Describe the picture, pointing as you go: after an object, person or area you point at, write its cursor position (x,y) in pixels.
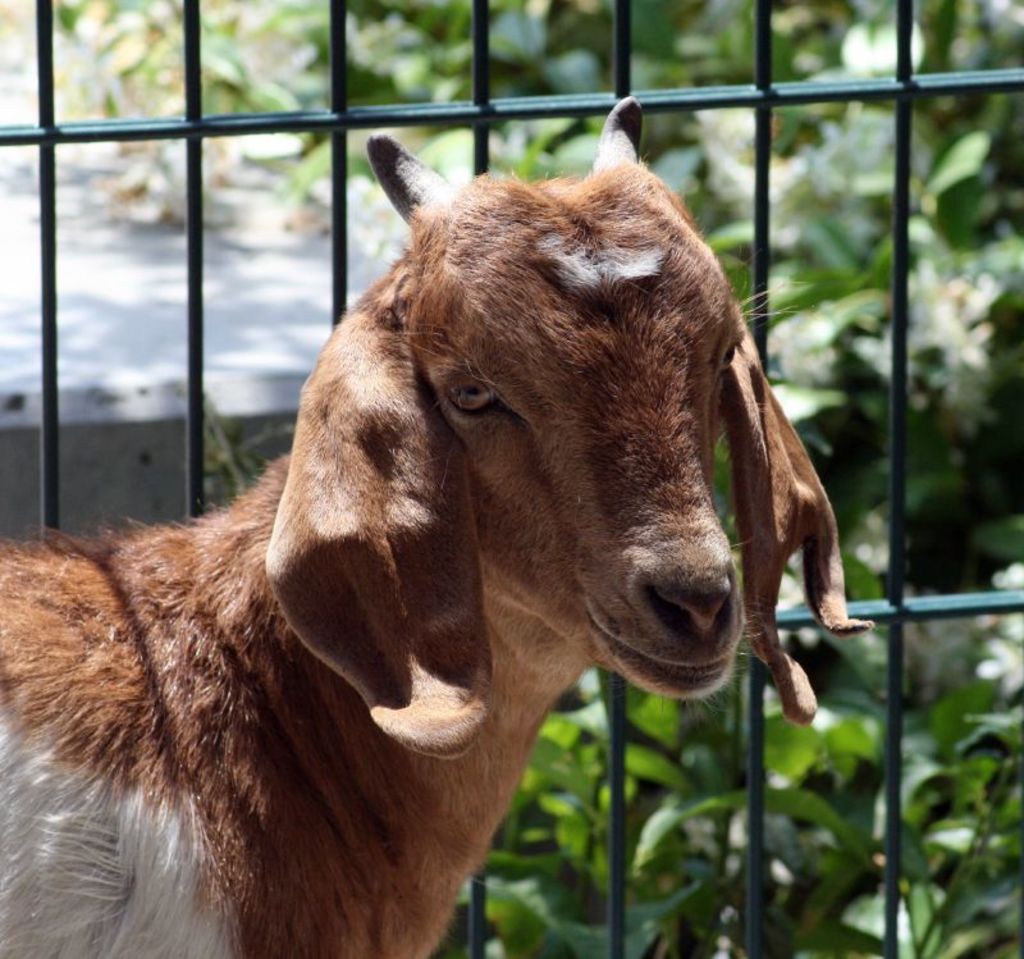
In this image, we can see a goat (416,518). Background (963,938) there is a grill (615,915), few plants (922,468).
